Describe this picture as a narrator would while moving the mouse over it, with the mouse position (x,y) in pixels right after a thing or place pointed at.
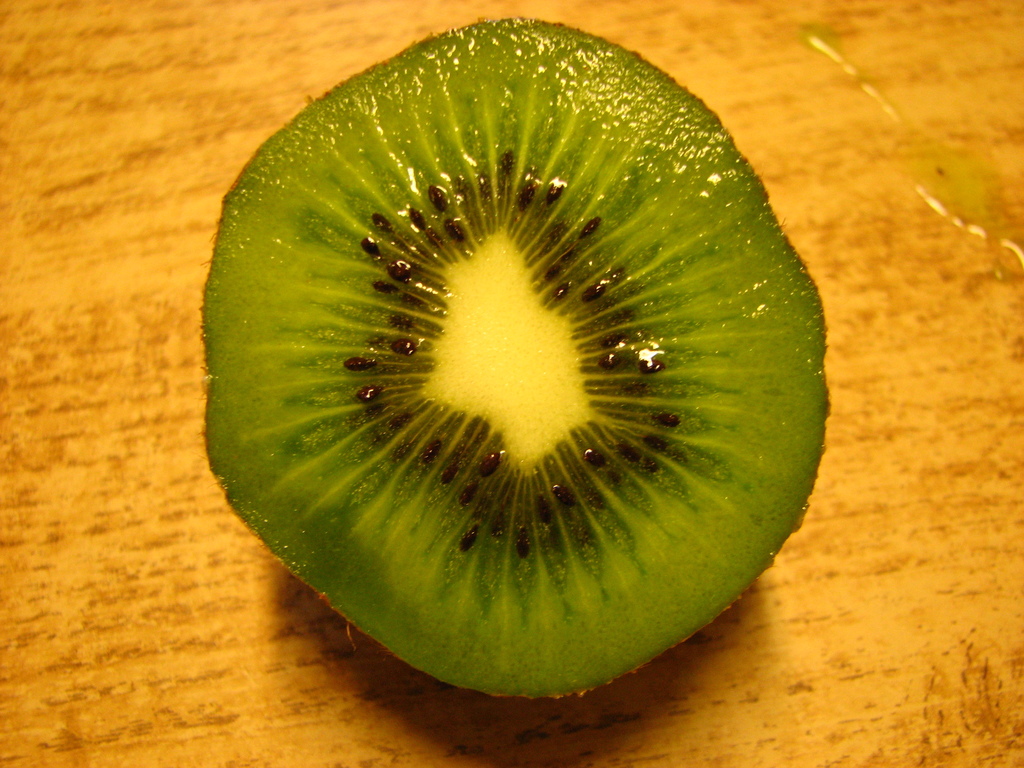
In this picture we can see a fruit (819,317) on a platform (200,536).
